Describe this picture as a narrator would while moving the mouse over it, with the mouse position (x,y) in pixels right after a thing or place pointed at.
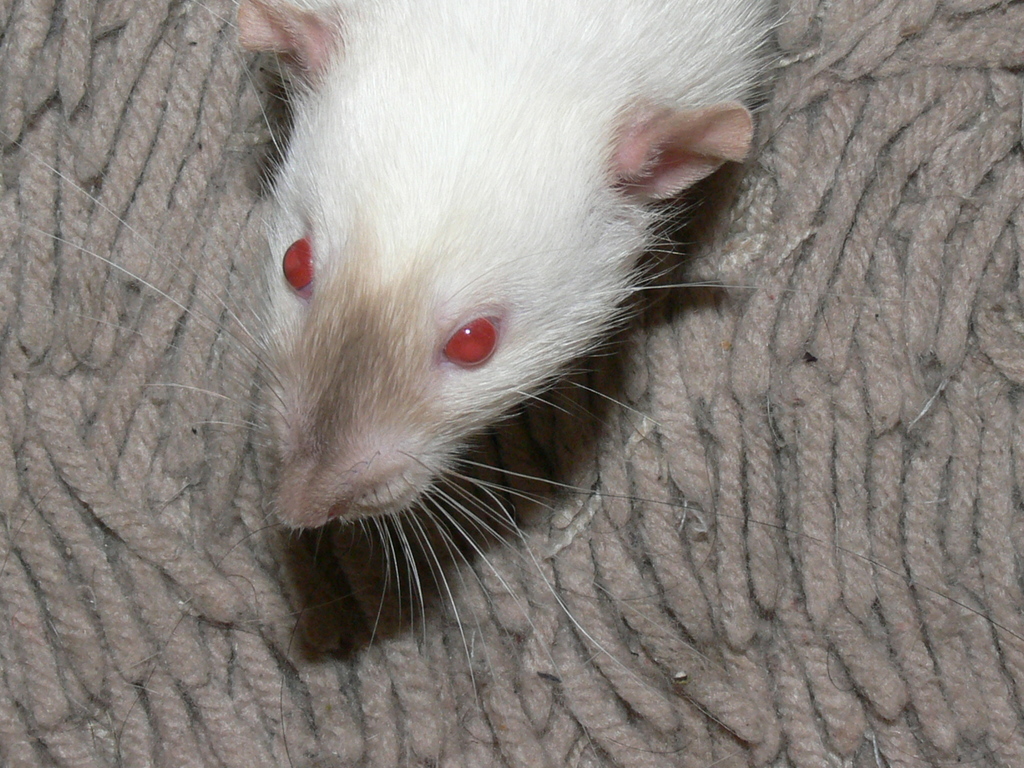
In this image, we can see a white color rat (493,35), the eyes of the rat (405,375) are in red color.
